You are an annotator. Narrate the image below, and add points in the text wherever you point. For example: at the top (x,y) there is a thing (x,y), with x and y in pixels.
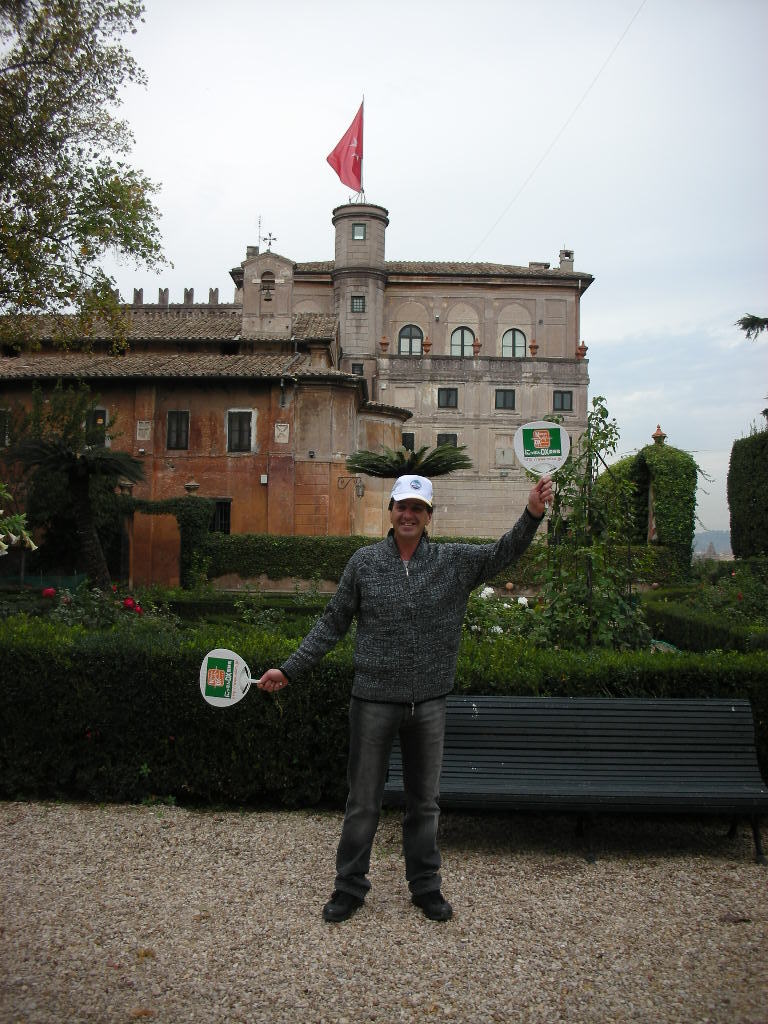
In this image there is the sky (492,93) towards the top of the image (384,72), there is a building (454,415), there are windows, there is a flag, there is a tree (25,228) towards the left of the image (34,119), there are plants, there are flowers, there is a bench (597,763) towards the right of the image (555,756), there is ground (295,935) towards the bottom of the image (224,927), there is a man (431,706) standing, he is wearing a cap (423,497), he is holding an object (538,450).
